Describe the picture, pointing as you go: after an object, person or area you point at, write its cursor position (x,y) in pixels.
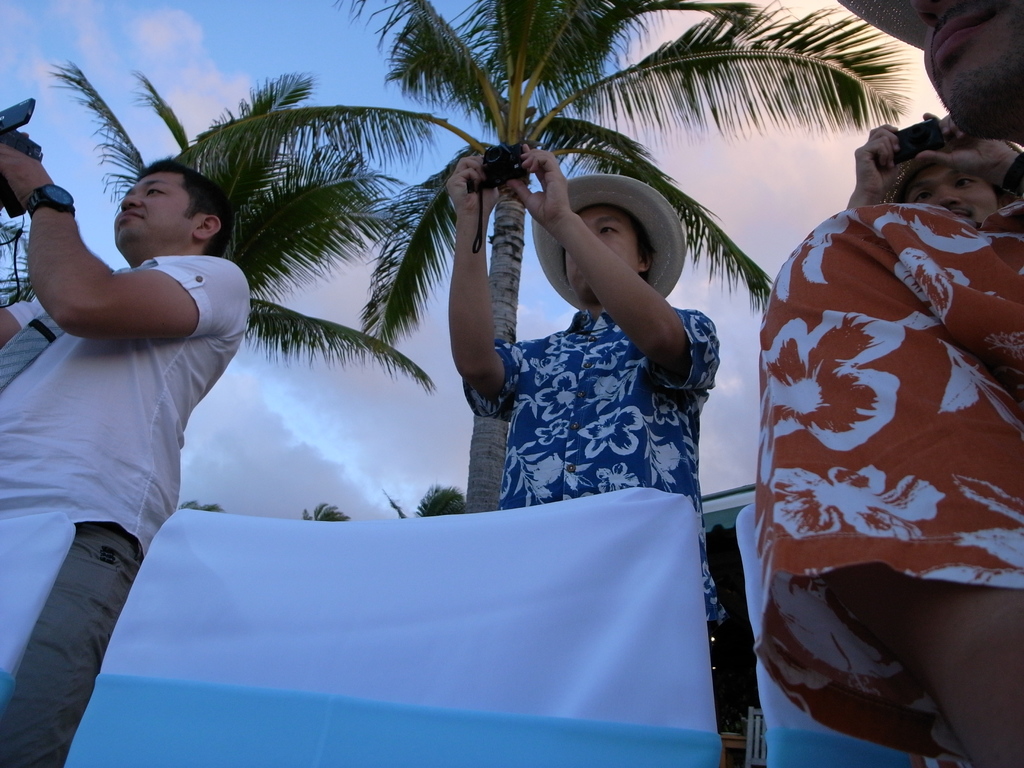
In the image in the center (647,470), we can see few people (32,360) were standing and holding the camera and we can see few other objects (403,602). In the background (411,446) we can see the sky (53,80), clouds (361,287) and trees (411,284).
